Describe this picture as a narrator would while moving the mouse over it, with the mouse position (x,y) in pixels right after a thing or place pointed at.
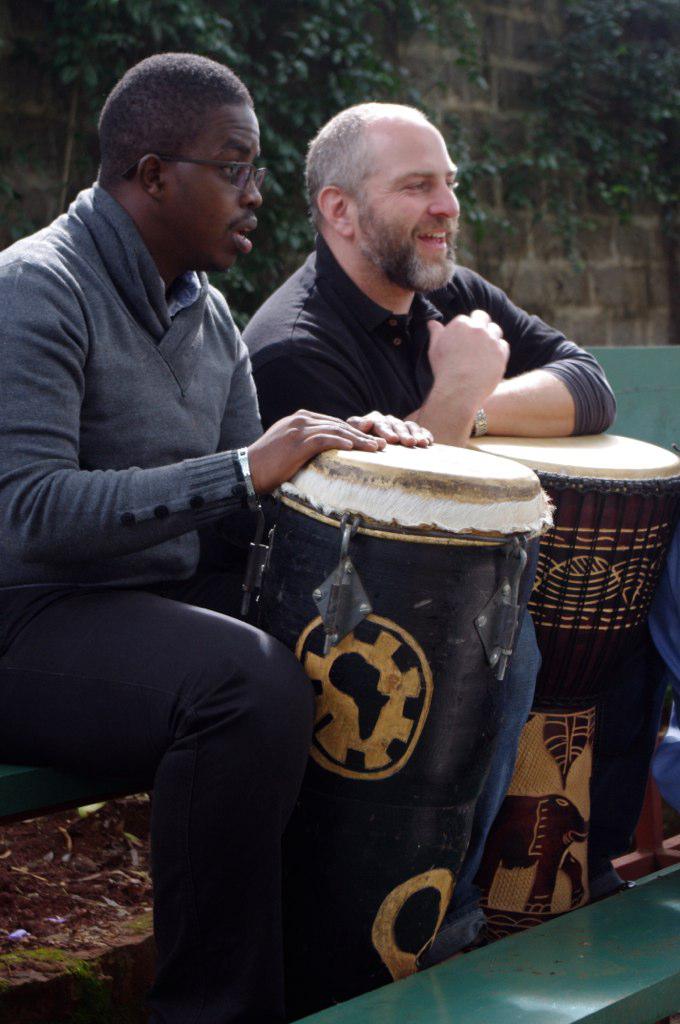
In the image there are two men (65,300) and there are two drums (525,515) in front of them, behind the men (412,111) there is a wall (428,52) and on the wall (425,60) there are branches (343,77) of trees (573,121).
